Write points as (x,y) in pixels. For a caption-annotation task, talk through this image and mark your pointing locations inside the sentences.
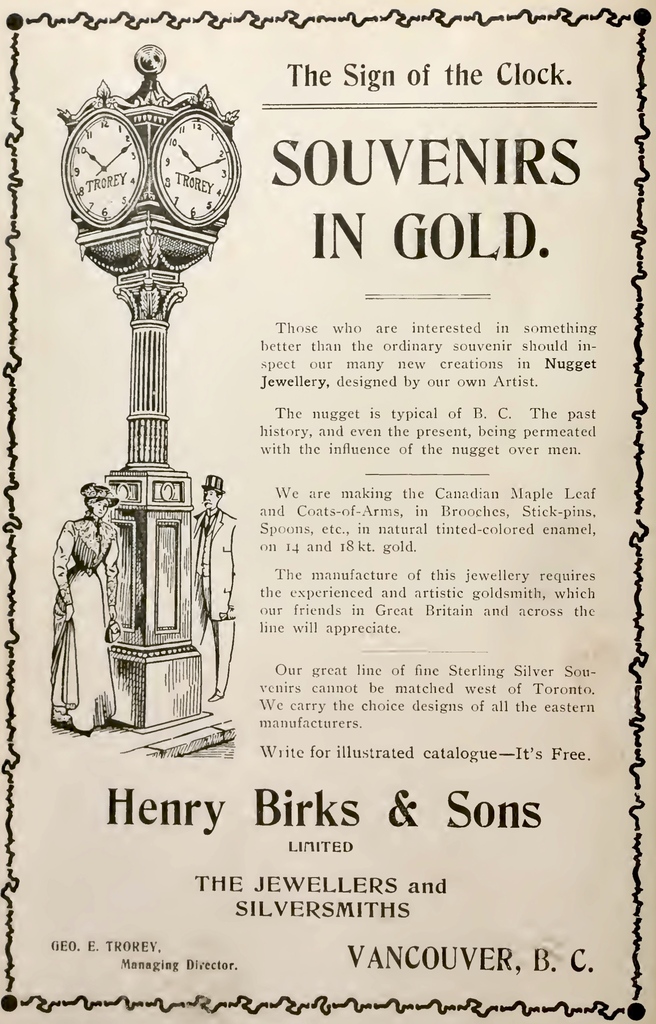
In this picture, we see the paper (293,183) or a poster (286,783) containing the sketch (118,638) of a man (213,602) and a woman (99,551). Beside them, we see a pole (169,605) and the clocks (120,209). On the right side (516,359), we see some text (431,673) written.
